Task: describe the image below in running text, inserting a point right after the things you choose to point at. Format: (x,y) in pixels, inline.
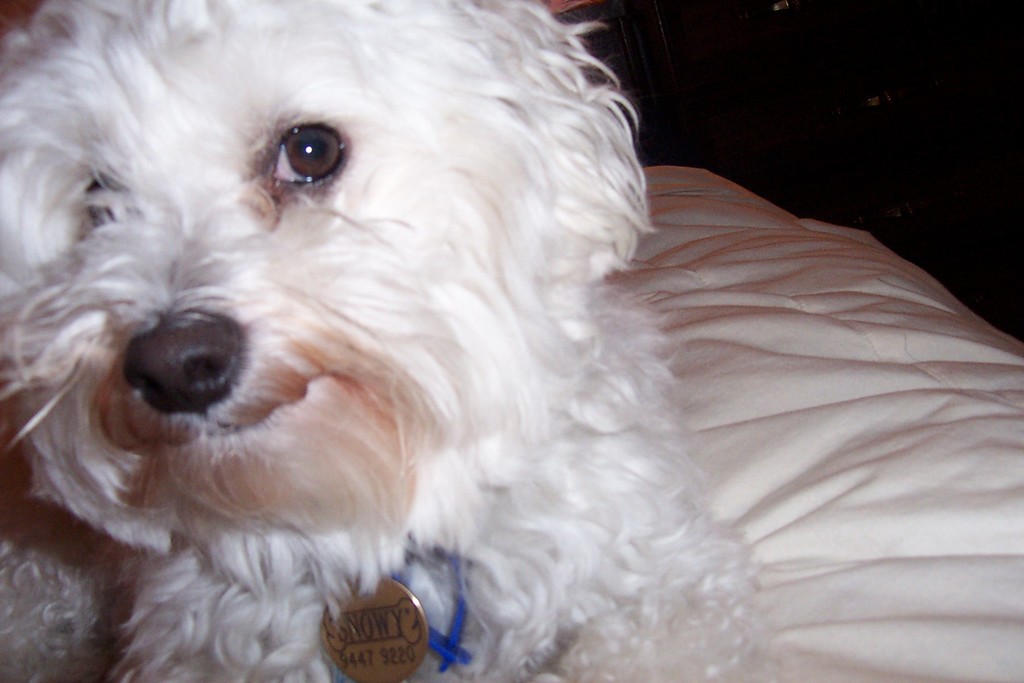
On the left side of this image (317,349) I can see a white color dog (441,286) is sitting on the bed (764,393). The background is in black color. I can see a locket (392,638) and a blue color thread (441,640) to the dog's neck (480,461).
